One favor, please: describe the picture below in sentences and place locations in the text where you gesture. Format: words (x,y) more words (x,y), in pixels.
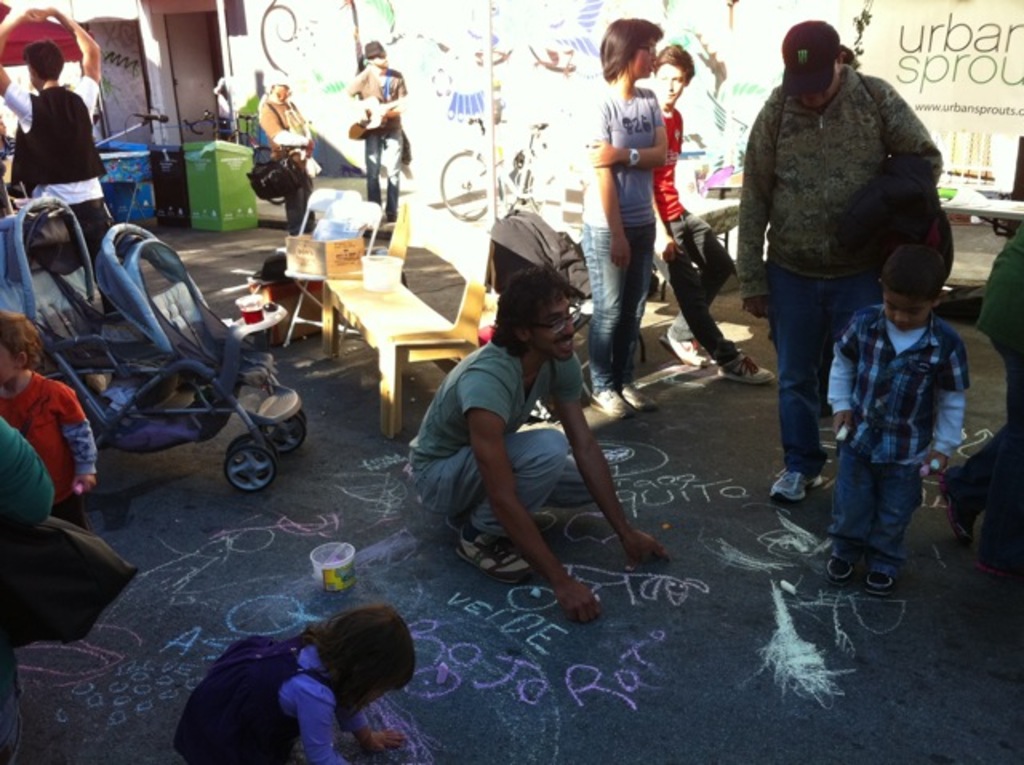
In this image there are people (601,284) and we can see a trolley (152,417). There is a bicycle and we can see a bench (407,344). There is a bowl (388,277) placed on the bench (369,316). There are chairs (309,273) and we can see boards (951,94). There are mics (152,116) placed on the stands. There is a door (217,44).
